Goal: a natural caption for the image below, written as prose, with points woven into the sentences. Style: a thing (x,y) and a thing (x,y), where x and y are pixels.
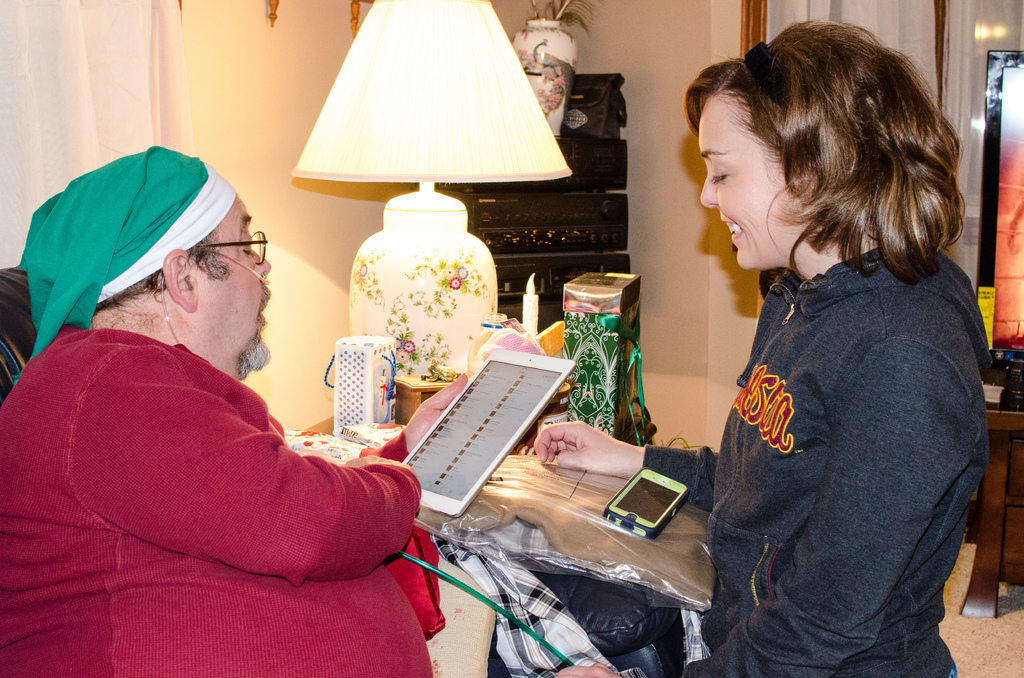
In this image I can see a man (204,289) and a woman (963,497), I can also see he is wearing a specs (200,245) and holding a tablet (490,353). Here I can see a phone (667,484) and in the background (363,114) I can see a lamp (483,174) and few more stuffs (587,352). I can also see smile (728,217) on her face (765,240).
